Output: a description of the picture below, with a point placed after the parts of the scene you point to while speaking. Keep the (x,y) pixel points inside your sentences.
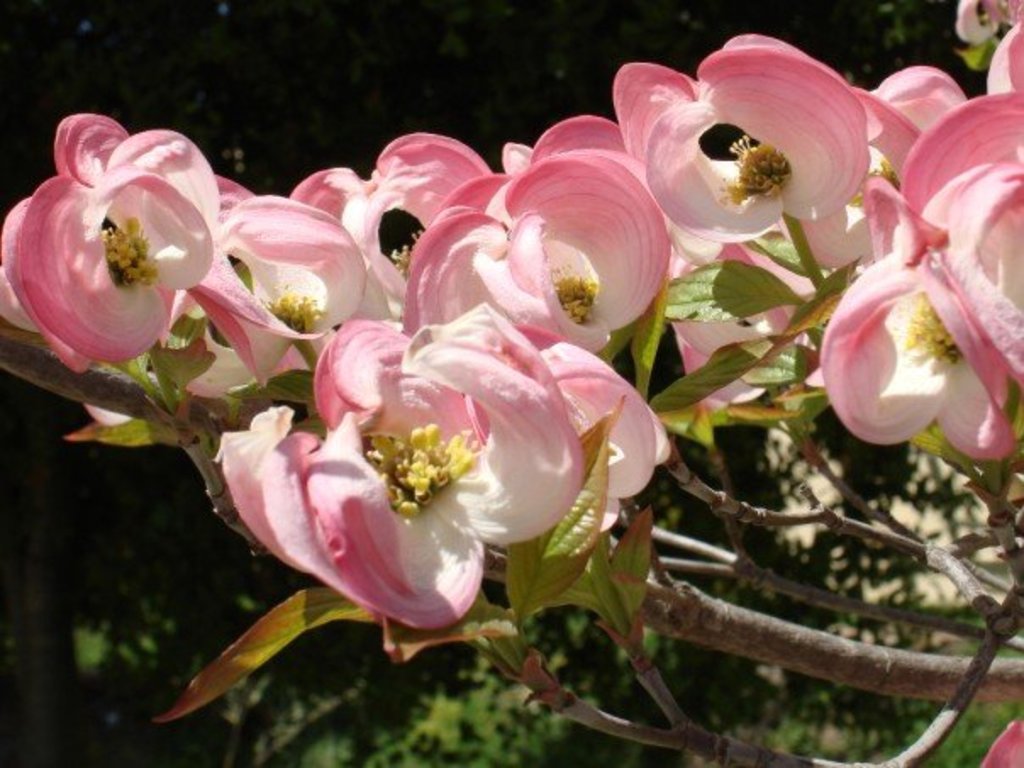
Here we can see flowers (859,327). There is a dark background (876,33) and we can see trees (771,683).
